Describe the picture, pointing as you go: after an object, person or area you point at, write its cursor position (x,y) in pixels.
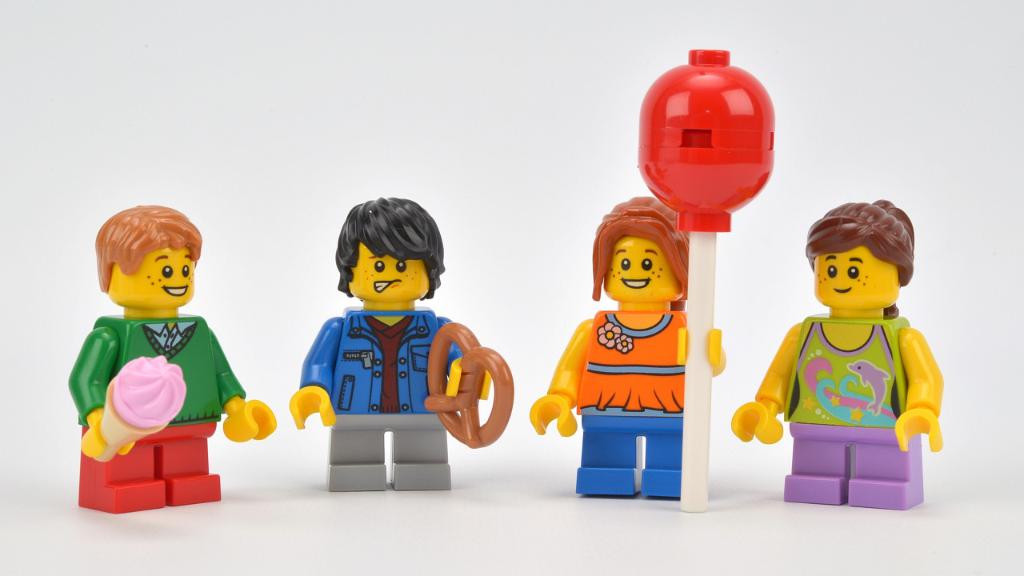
In the image in the center (412,243) we can see few toys (164,349) in different colors. And we can see toys (596,328) holding some objects (734,171).
